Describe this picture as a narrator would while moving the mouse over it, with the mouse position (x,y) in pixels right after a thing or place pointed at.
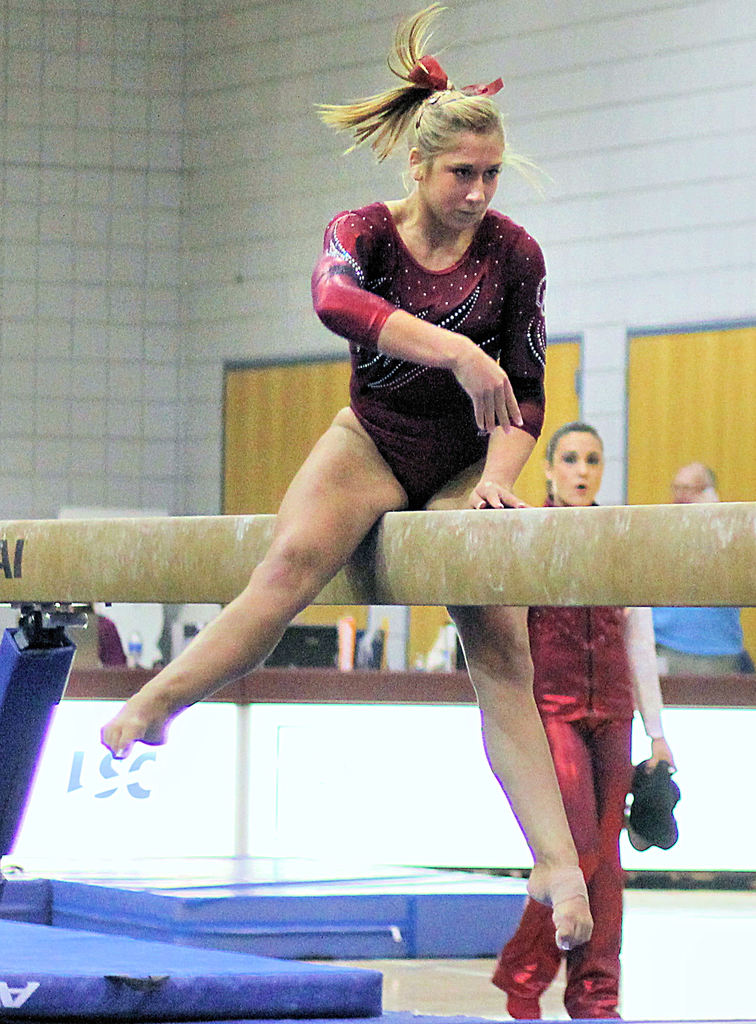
In the middle of this image (489,448), there is a woman (501,454) placing a hand (483,489) on a pole (564,511) and balancing. Beside her, there is a blue color mattress (206,957) and another woman (606,747) who is in red color dress (594,800). In the background (677,481), there is a person (677,481) in a blue color t-shirt (677,612) and there is a white wall (635,123).
